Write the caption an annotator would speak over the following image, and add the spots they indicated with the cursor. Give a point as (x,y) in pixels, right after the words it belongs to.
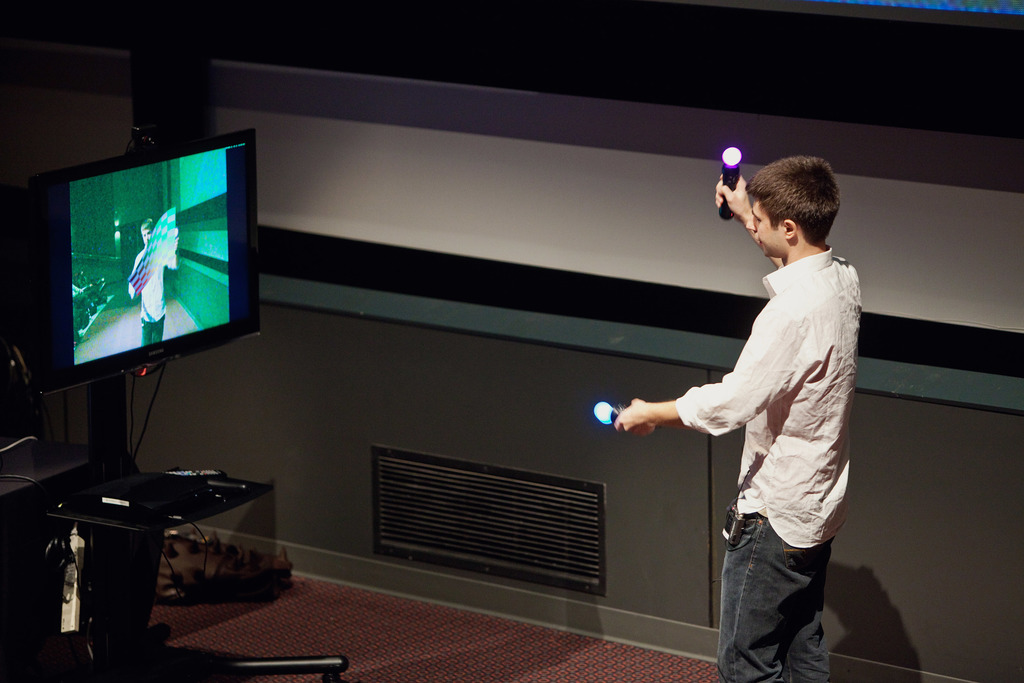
In this picture I can see a person (756,507) is holding an objects (729,214) in hand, in front of the person (784,295) we can see television (104,285) with stand (151,567).
